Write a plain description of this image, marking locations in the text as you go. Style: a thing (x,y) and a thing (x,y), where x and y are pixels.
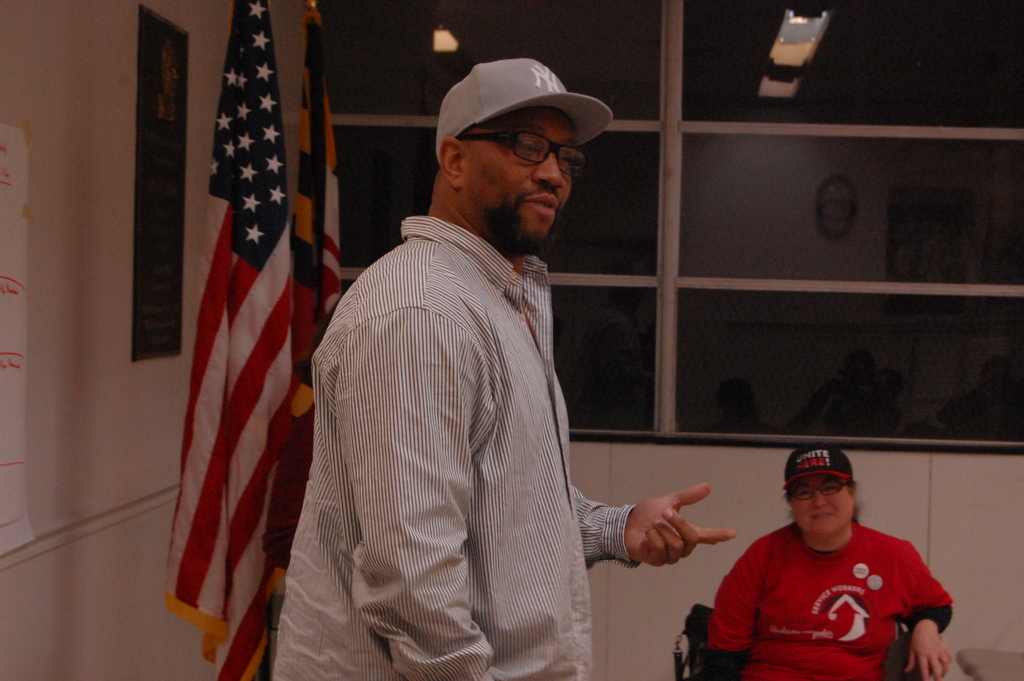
In this image we can see two persons (516,260), flags (323,297), windows (558,245), board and paper (1,353) attached on the wall (941,491).
